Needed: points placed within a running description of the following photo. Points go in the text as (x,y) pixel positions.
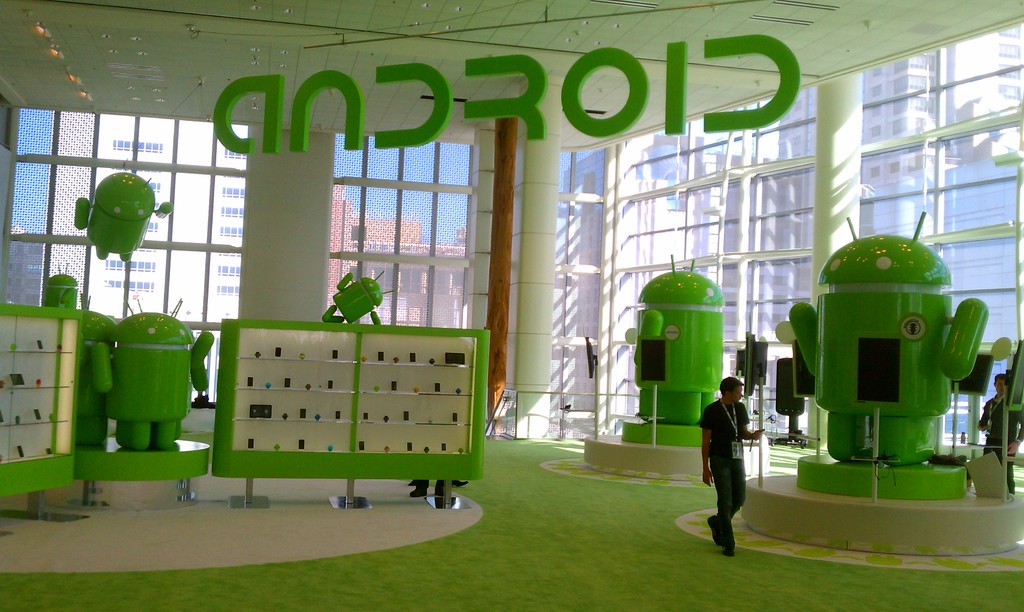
In this picture we can see the room (602,138). In that room (689,547) we can see a man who is standing near to the android shaped box (920,409). On the left (15,402) we can see the racks (355,364). In the background (594,228) we can see the buildings (980,294). Through the window (417,167) we can see the sky (417,167).
